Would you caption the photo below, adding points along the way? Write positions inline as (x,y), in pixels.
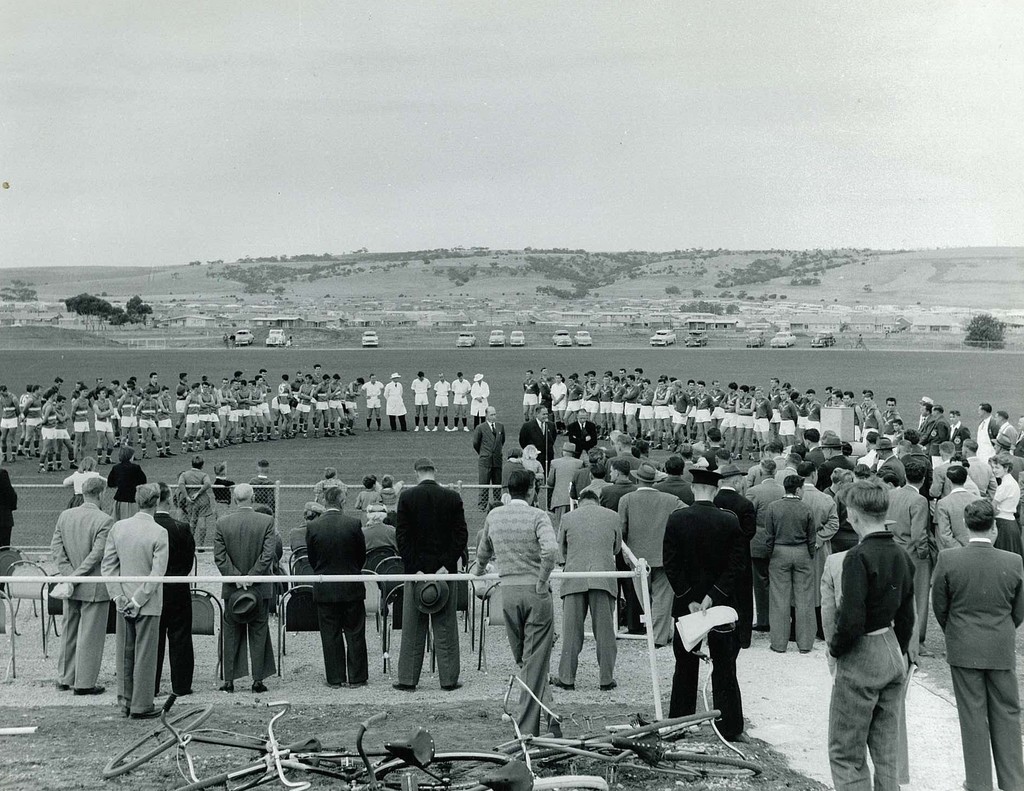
A group of people (598,546) are standing in the middle (480,412), few persons (455,395) are standing, they wore white color dress (437,392). On the right side (782,481) many people (714,424) are standing and also on the left side (275,402). At the back side (276,341) there are vehicles (466,335) parked in this image.
